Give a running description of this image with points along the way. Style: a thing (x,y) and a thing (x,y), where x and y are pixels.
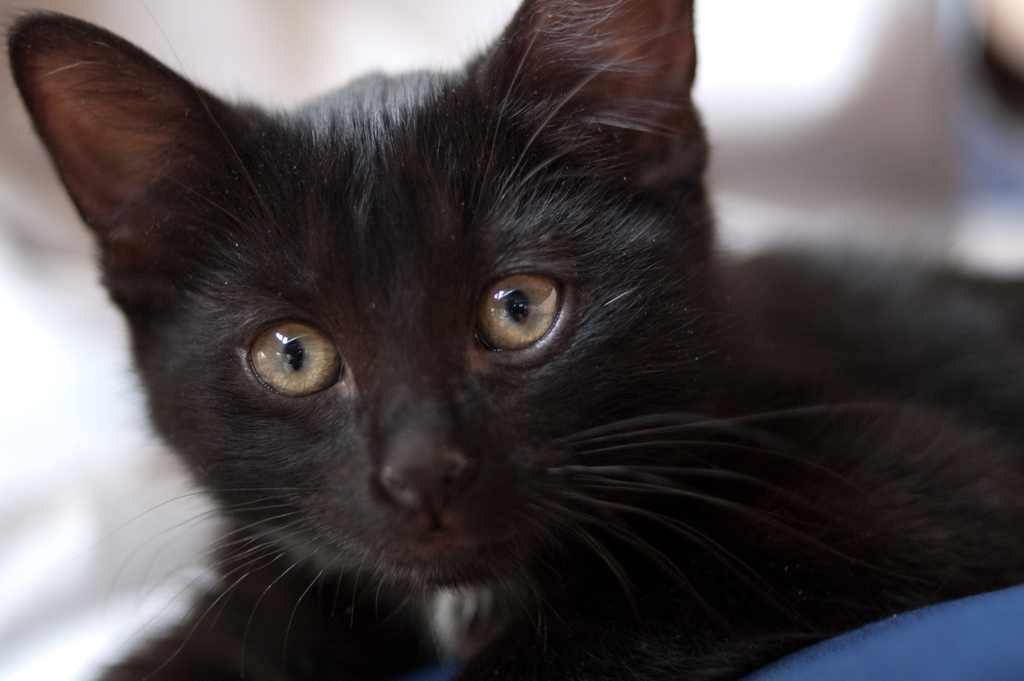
In this picture there is a black cat (766,549) who is lying on the blue color chair (839,656) or couch (997,661). In the background (37,384) I can see the blur image.
